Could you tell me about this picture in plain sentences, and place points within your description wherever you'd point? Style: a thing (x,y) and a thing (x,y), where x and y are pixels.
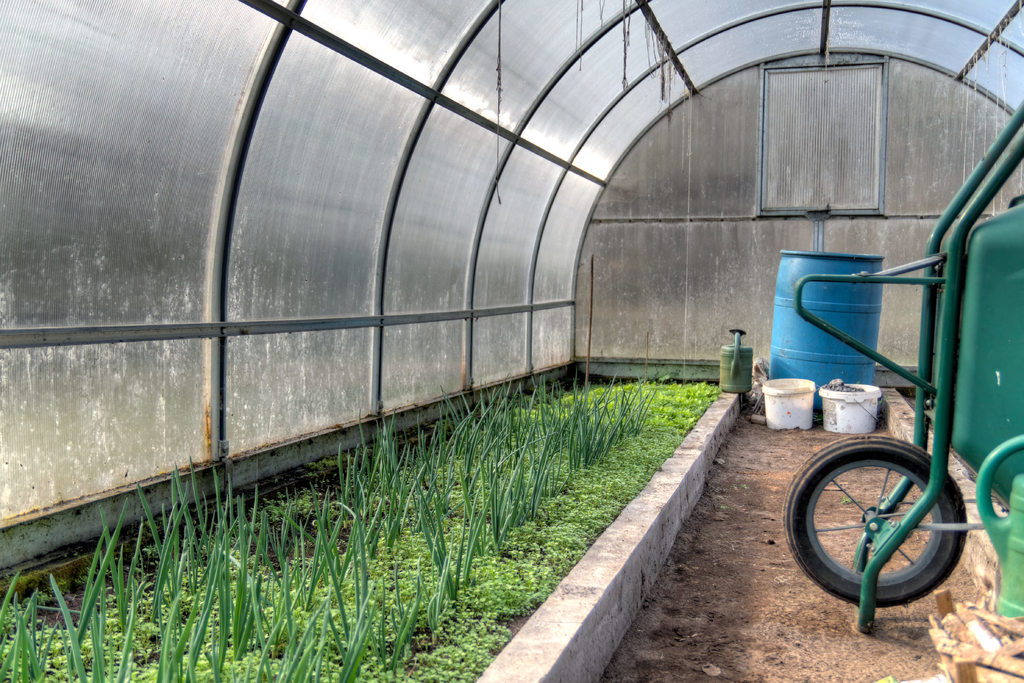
This picture is clicked inside a greenhouse (561,73). On the left (341,666) we can see the green plants (542,448). On the right (1008,246) there is a vehicle (937,549) placed on the ground (920,547). In the center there are some objects (802,372) placed on the ground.
